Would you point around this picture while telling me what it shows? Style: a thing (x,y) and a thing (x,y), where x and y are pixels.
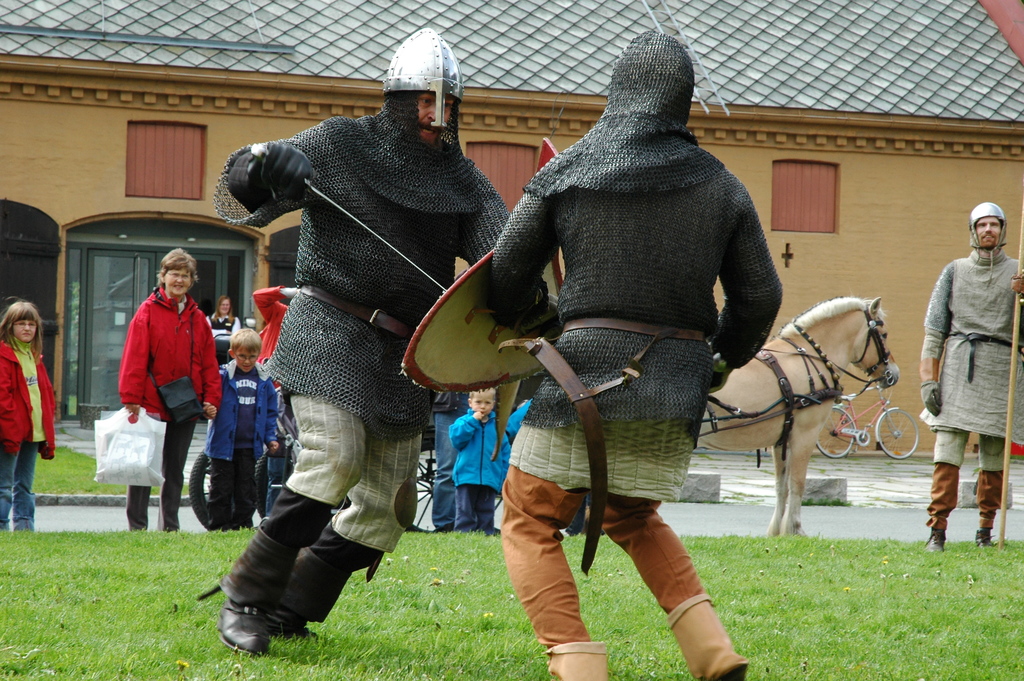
In this image I can see two people (623,233) are wearing different costumes (329,182) and holding something. Back I can see a house (850,137), bicycle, doors (24,258), windows (776,207), cream colored horse (850,337), few people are standing and holding bags (122,425).
